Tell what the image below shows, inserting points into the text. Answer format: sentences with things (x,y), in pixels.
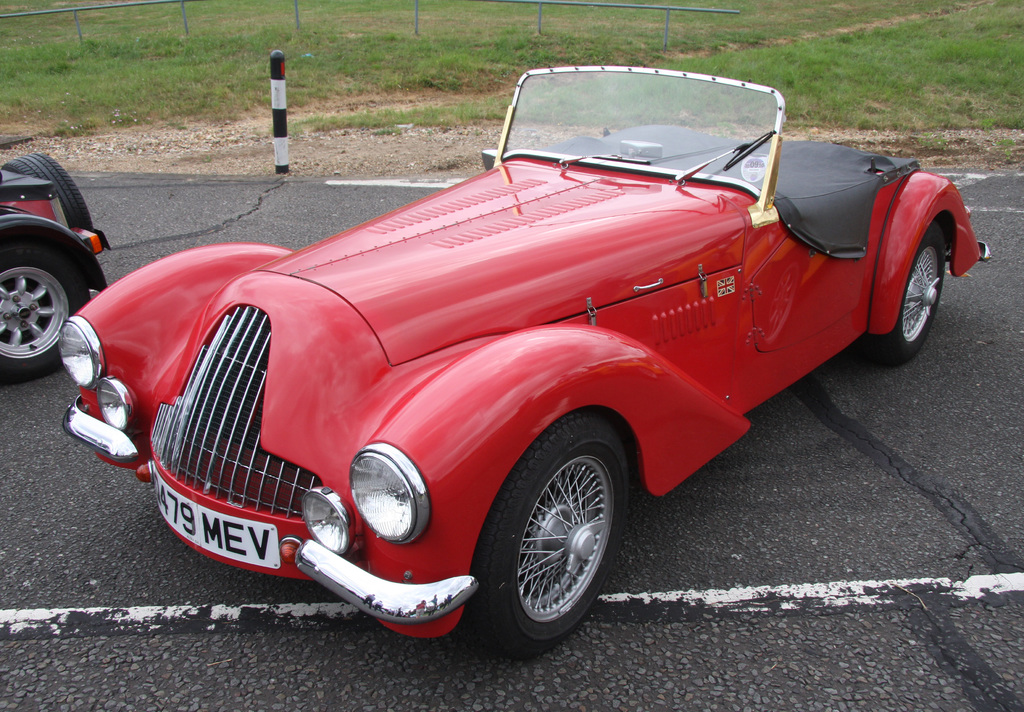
In the picture I can see vehicles (205,351) on the road (438,176) among them the vehicle (501,261) on the right side (702,457) is red in color. In the background (413,80) I can see poles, the grass (462,84) and some other objects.
